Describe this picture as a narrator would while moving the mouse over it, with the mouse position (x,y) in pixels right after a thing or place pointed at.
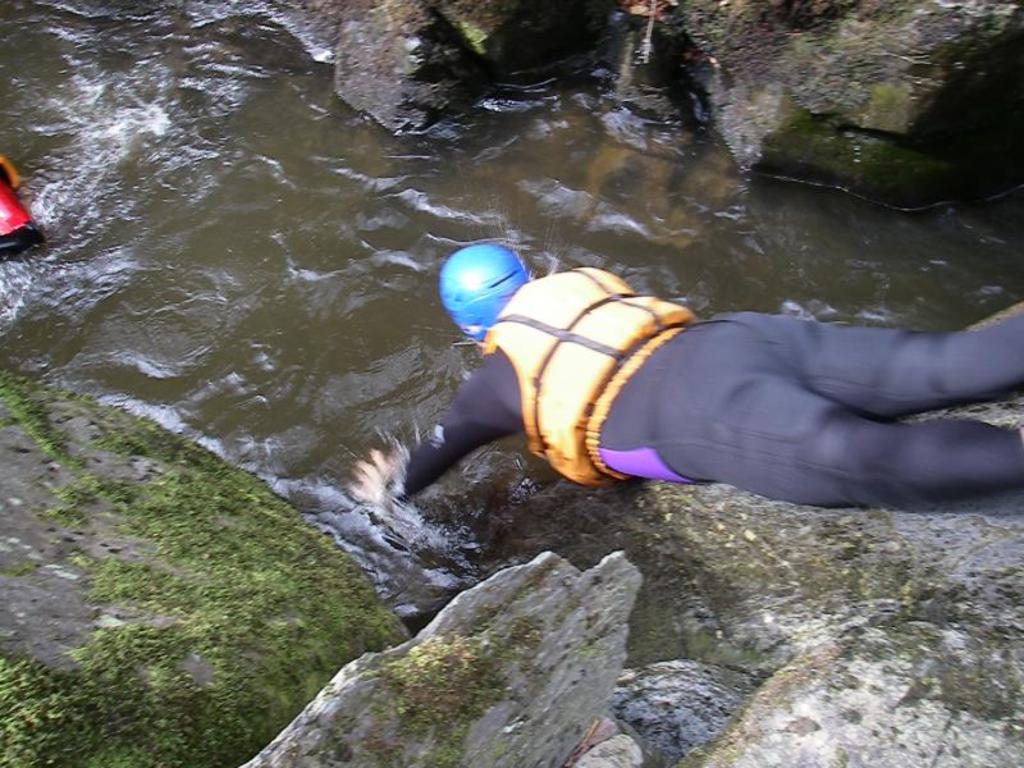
There is a person (544,358) with a life jacket (515,308) wearing a helmet (470,296) is jumping off the rock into the water (251,254). And there is moss (242,570) on the rock (204,532).
